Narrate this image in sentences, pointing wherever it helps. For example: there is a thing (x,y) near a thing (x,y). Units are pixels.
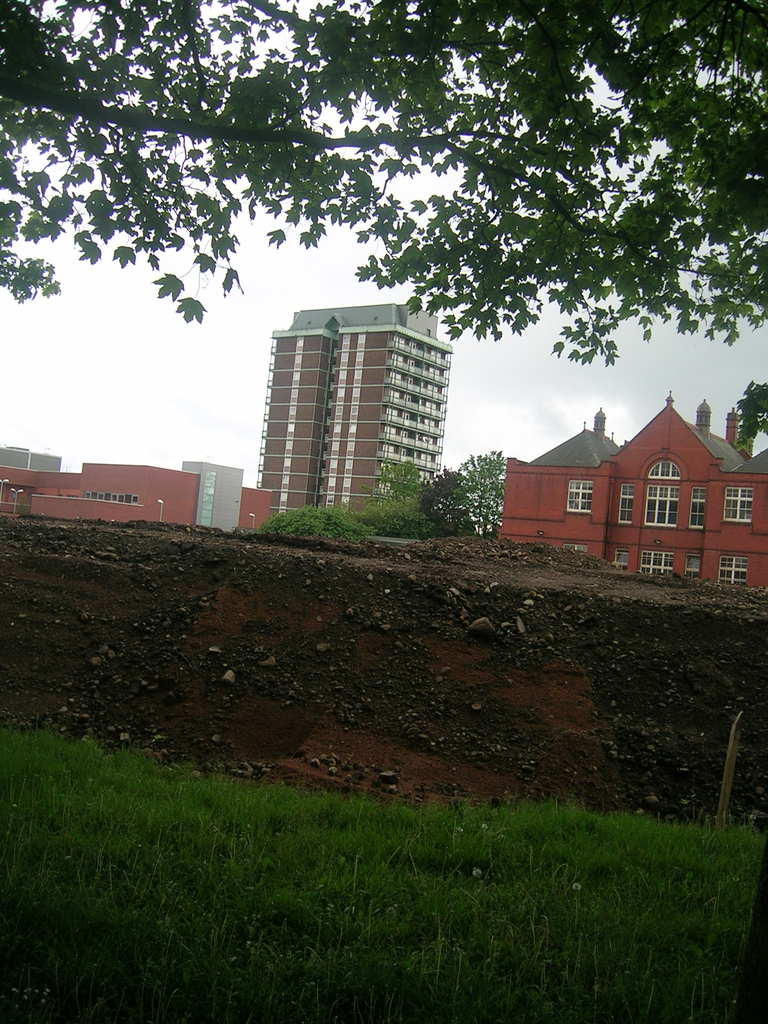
In this image we can see buildings (569,463), trees (423,499), ground (152,703), grass (387,818), stones (370,636) and sky (176,349).
